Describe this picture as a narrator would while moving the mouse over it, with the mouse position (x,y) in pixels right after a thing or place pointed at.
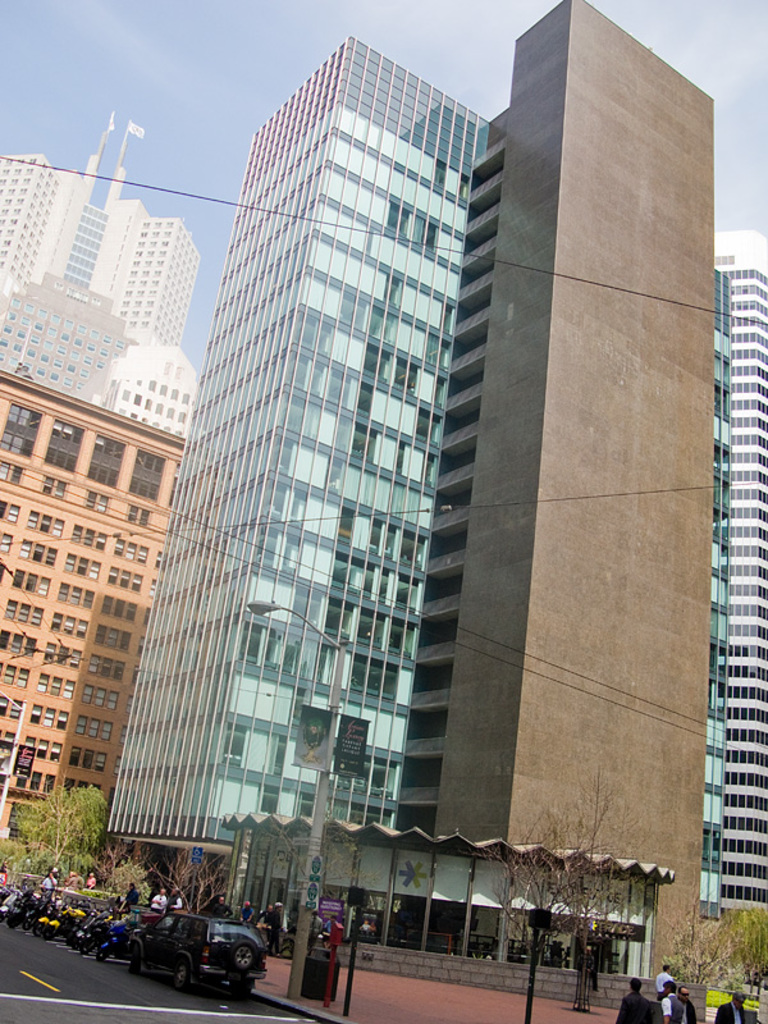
In this image, we can see some buildings (594,395). There are vehicles (80,936) and trees (67,845) in the bottom left of the image (181,949). There is a street pole (319,842) and shed (391,873) at the bottom of the image (431,939). There are some persons (643,1017) in the bottom right of the image (726,1009). There is a sky (246,69) at the top of the image (227,72).
